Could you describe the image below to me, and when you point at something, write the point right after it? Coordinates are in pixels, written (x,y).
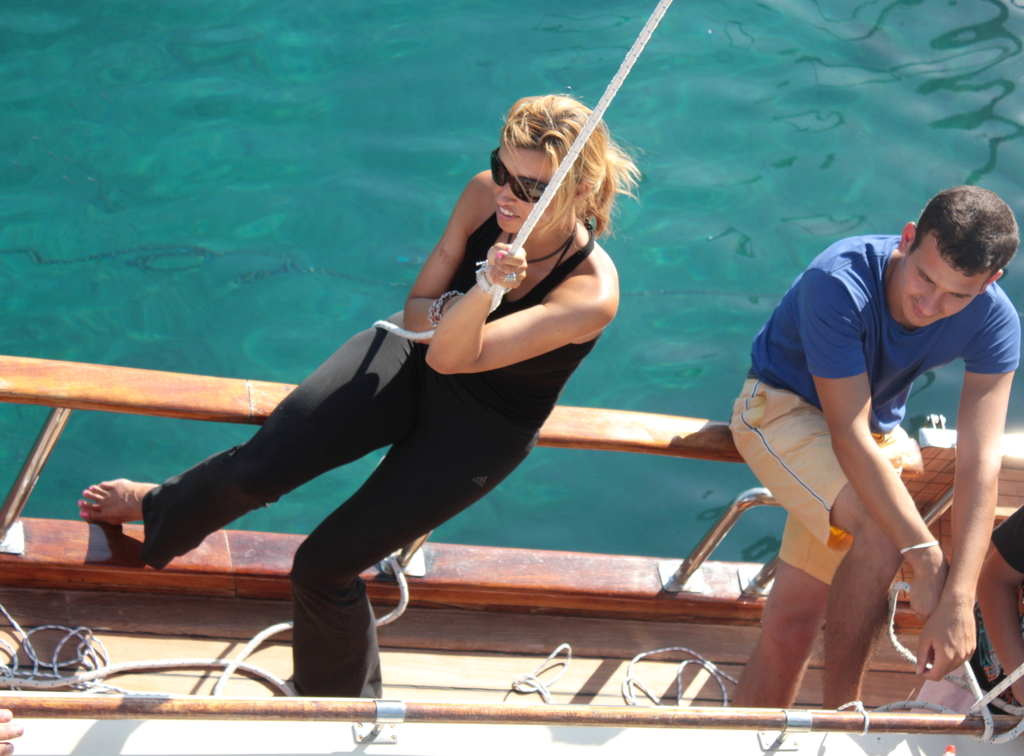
In the image there is a woman (464,372) in black dress (377,428) sitting on ship (62,413) holding a rope (637,53), beside her there is another man (961,480) in blue t-shirt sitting and behind them it seems to be a sea (332,138).
